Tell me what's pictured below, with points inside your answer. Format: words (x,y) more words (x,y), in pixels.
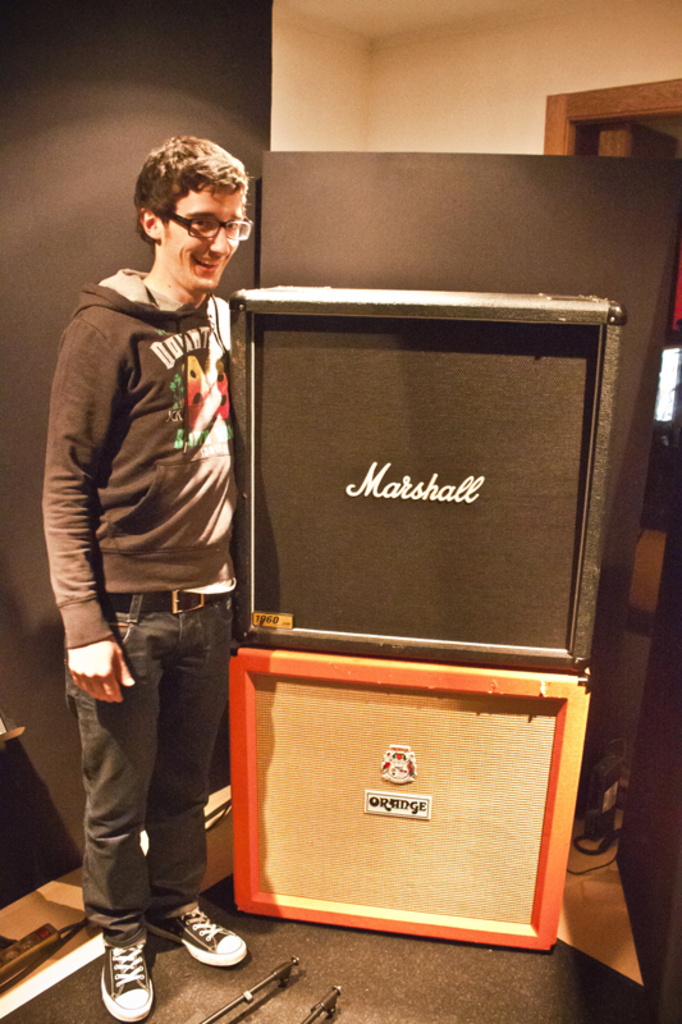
In this image we can see a man (185,475) standing in a room (340,91) and there are boxes (417,393) beside the man (61,440).
